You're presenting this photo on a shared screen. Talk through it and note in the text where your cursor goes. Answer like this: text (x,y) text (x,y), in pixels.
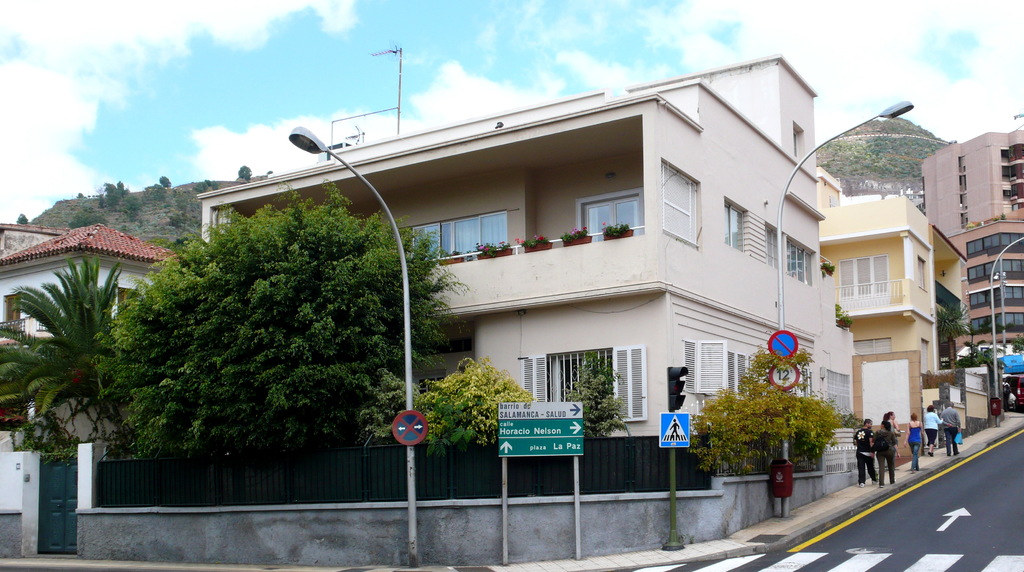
As we can see in the image there are buildings (710,280), street lamps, sign poles (519,454), trees (700,418), plants (530,241) and hills (161,216). At the top (419,100) there is sky (452,50) and clouds (435,75).
